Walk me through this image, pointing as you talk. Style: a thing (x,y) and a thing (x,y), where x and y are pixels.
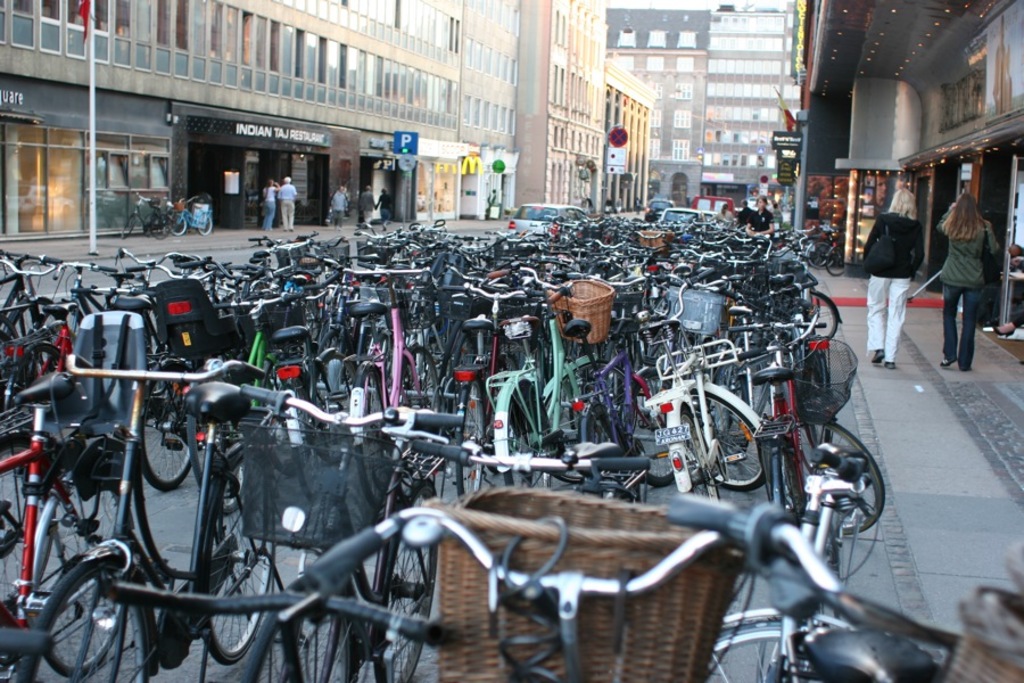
In this image, we can see persons (915,226) wearing clothes (902,294). There is a pole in the top left of the image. There are cycles (642,232) and cars (531,213) in between buildings (693,59).
